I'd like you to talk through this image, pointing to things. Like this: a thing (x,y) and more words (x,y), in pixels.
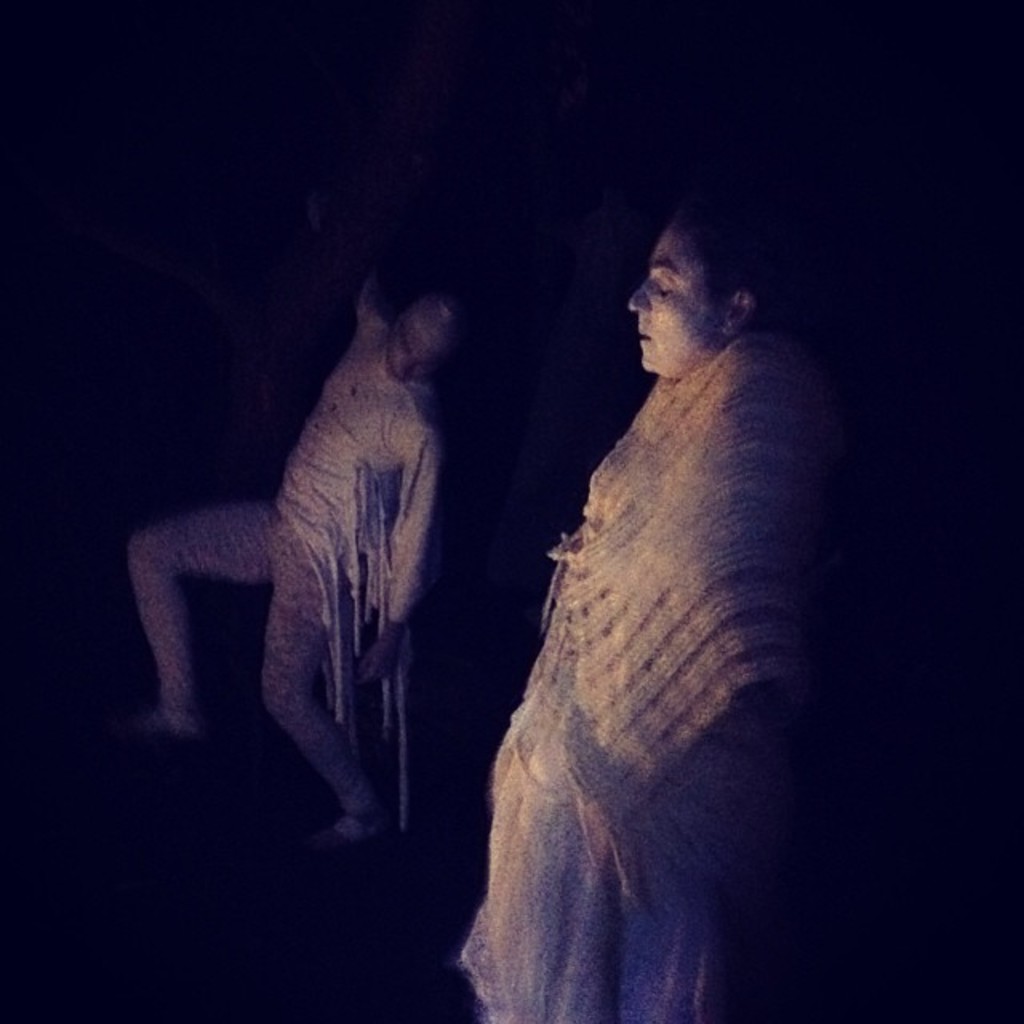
Here we can see two persons (724,972) and there is a dark background (953,808).
